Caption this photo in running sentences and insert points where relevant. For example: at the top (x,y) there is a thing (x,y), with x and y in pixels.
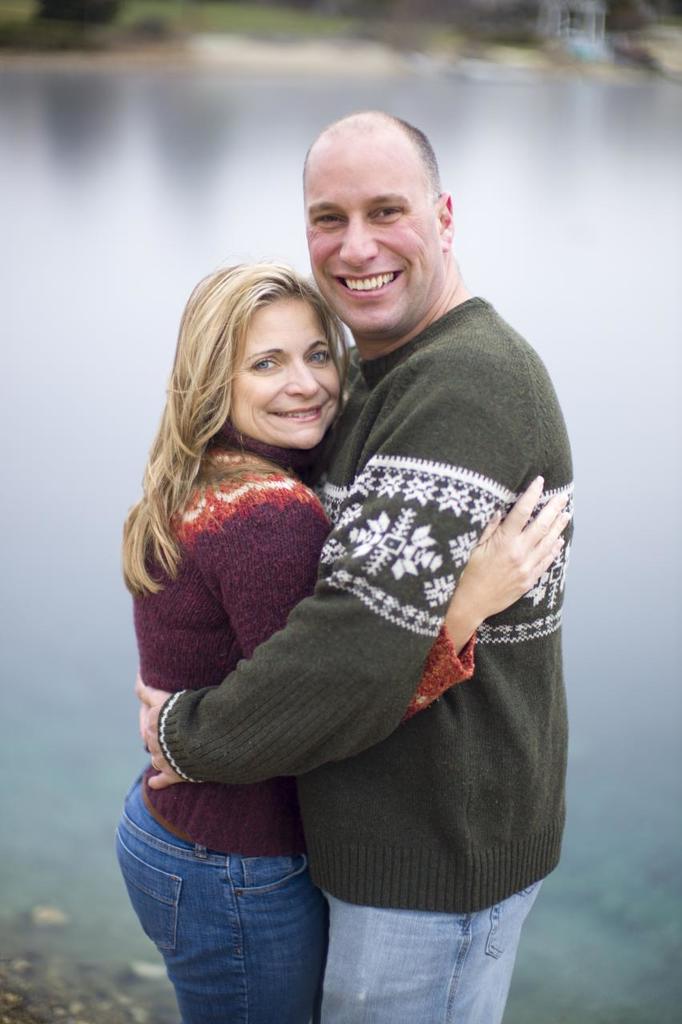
In this image we can see a woman (264,338) and a man (406,565) wearing sweaters (334,827) are standing here and smiling. The background of the image (597,781) is slightly blurred, where we can see the water (51,153).
